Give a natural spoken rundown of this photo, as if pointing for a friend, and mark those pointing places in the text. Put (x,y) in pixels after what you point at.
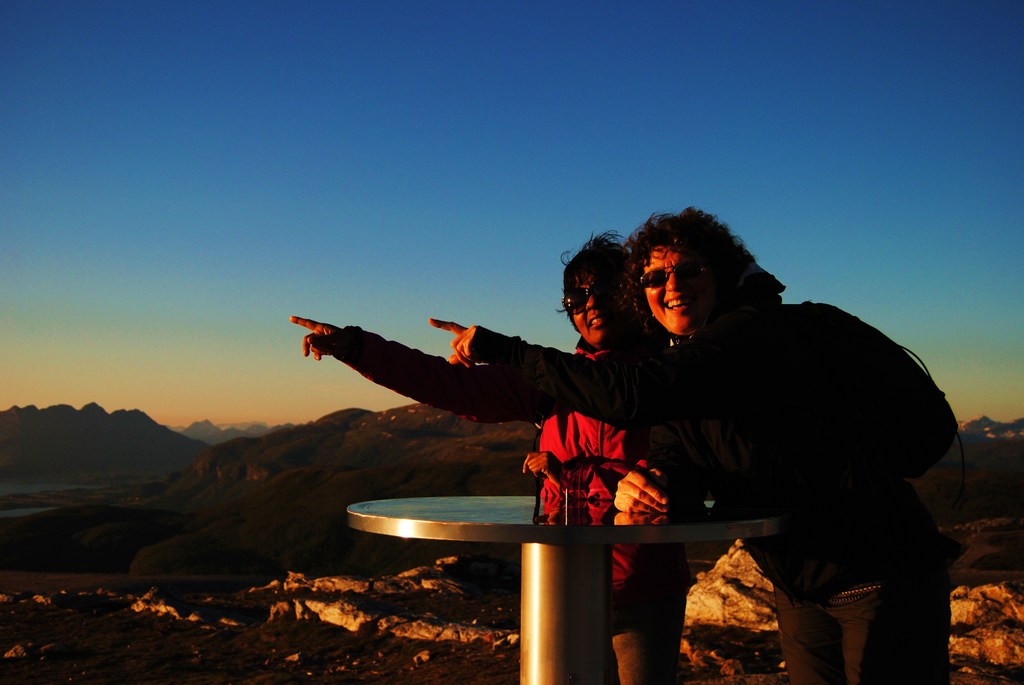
The man (793,386) in black jacket (756,440) is wearing goggles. He is putting one of his hands (661,505) on the table (598,524). Beside him, the woman (602,483) in the red jacket (610,456) is pointing her fingers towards something. Both of them are smiling. In front of them, we see a table (529,651). Behind them, we see rocks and hills (107,480). At the top of the picture (503,127), we see the sky (561,135), which is blue in color.
